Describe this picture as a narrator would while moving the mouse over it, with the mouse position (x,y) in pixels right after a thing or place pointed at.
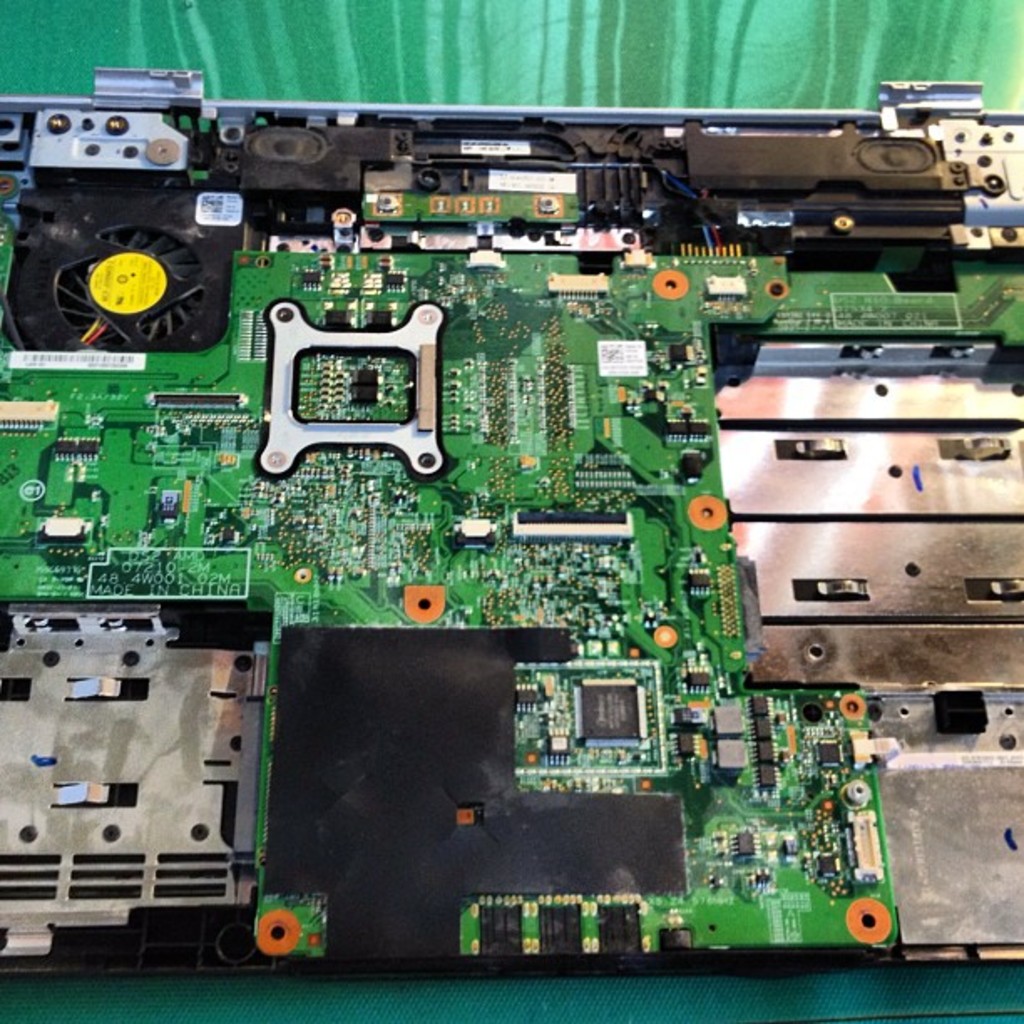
In the image we can see a electronic device (599,146).
